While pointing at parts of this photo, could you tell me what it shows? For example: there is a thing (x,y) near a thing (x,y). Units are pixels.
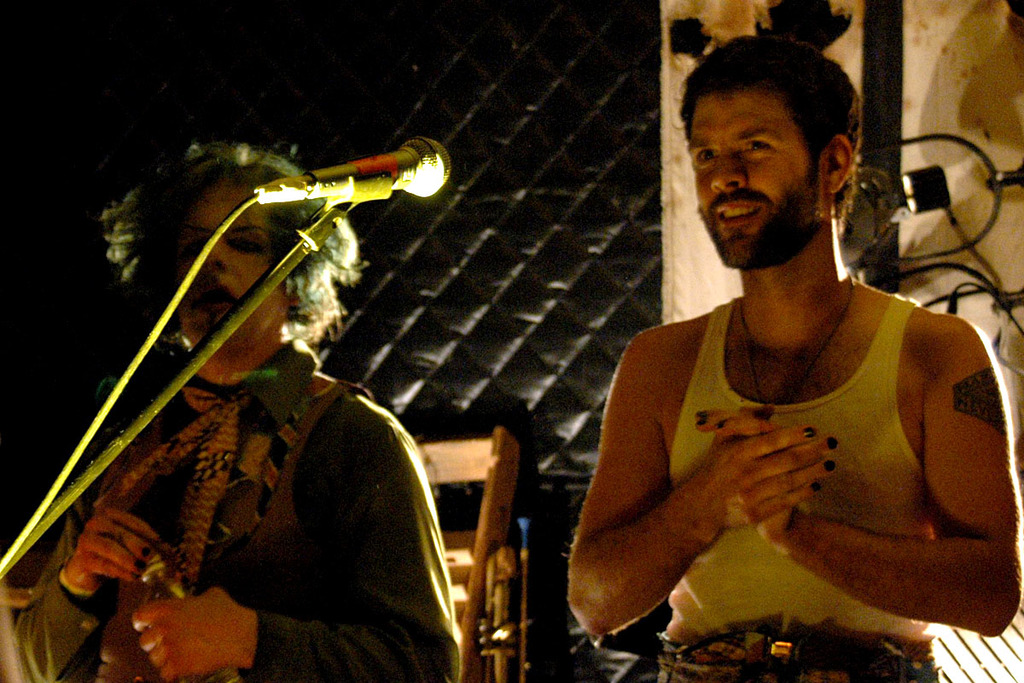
In this picture we can see two people (311,406). There is a mic (367,166) and a wooden object (465,449) in the background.
